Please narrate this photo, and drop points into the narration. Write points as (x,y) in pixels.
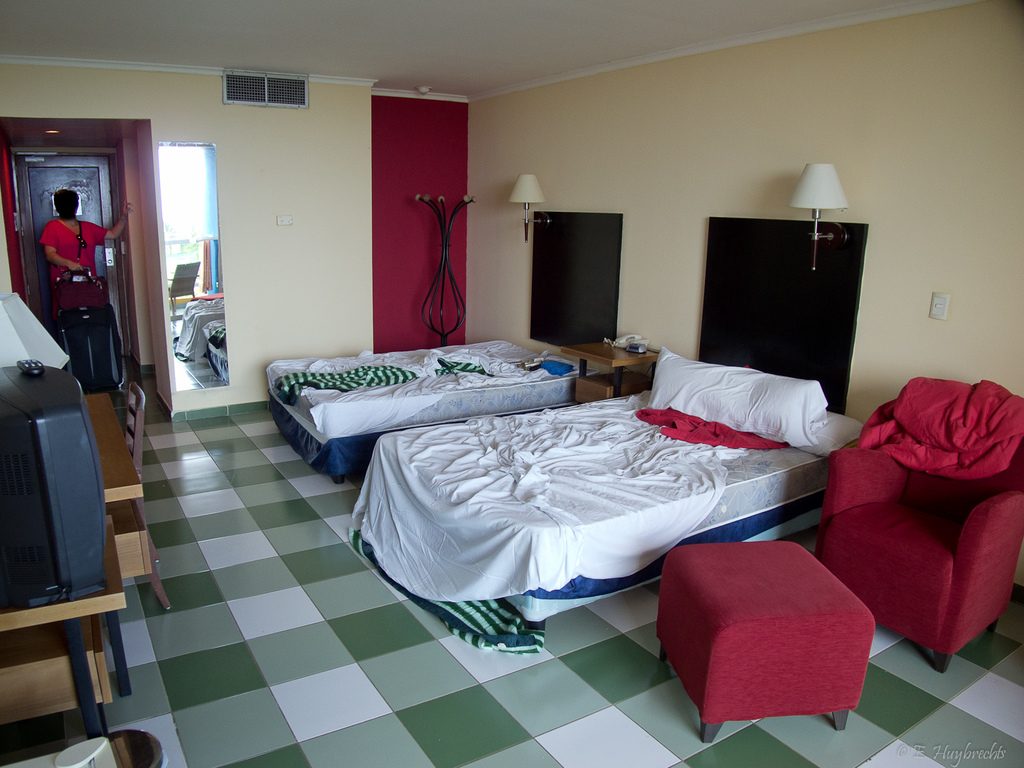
I think this picture was taken in the bedroom. Here is a person (75,245) standing. These are the luggage bags (89,314). I can see a mirror (194,235) attached to the wall (248,244). There are two beds (589,498) covered with bed sheets (666,447). This is a pillow (783,407). I think these are the wooden boards (726,285), which are attached to the wall (862,303). I can see two lamps (807,194). This is a sofa chair (933,535), which is red in color. I think this is a stool (819,699) with cushion (766,591). I can see a wooden table (124,459) and a chair (146,516). This is a television (20,465) with remote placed on the table (89,595). I think this is a hanger (455,283). I can see the reflection (178,302) of a chair (178,281) and a bed (211,331) in the mirror (187,273). At the bottom right corner of the image (946,745), I can see the watermark (973,748).
